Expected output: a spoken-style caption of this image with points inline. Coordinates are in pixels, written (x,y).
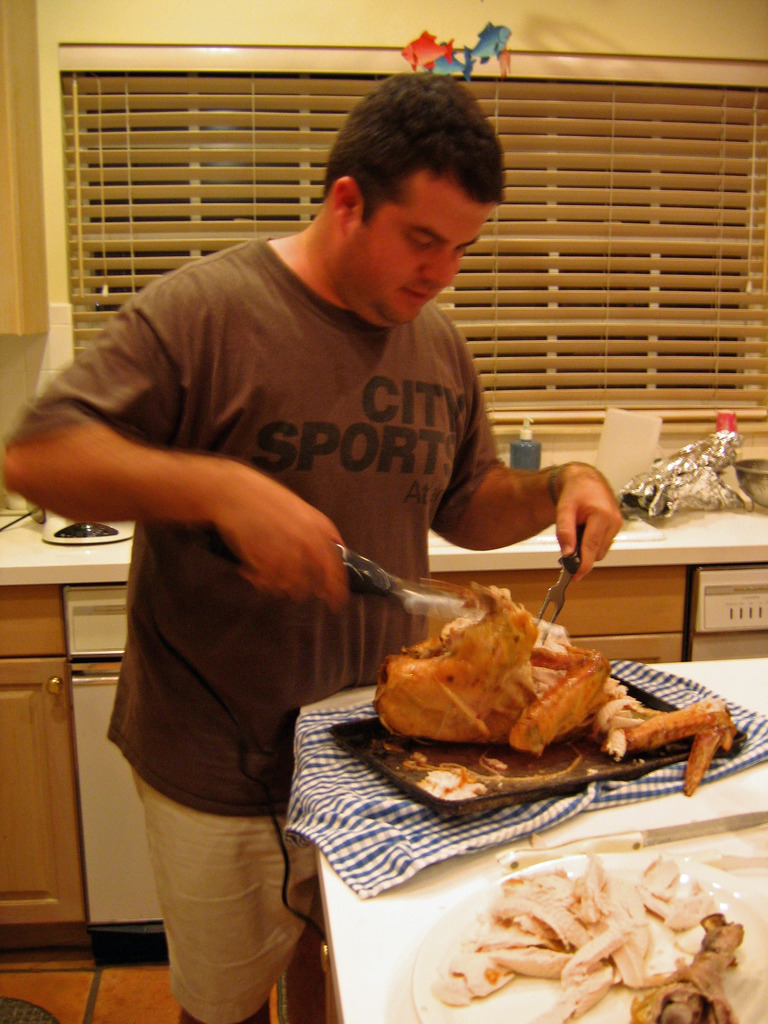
In the background (645,497) we can see a bottle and other objects (605,435) on a platform (682,517). Here we can see a man (314,403) wearing a t-shirt (300,392) and standing near to a platform (738,795). He is holding objects (359,569) in his hands (273,582). On a platform (569,827) we can see meat (723,740) in a tray (683,761). We can see food (579,986) in a white plate (624,999). Here we can see a white and blue cloth (374,847). We can see cupboards (22,815) and this is a floor (65,988).
